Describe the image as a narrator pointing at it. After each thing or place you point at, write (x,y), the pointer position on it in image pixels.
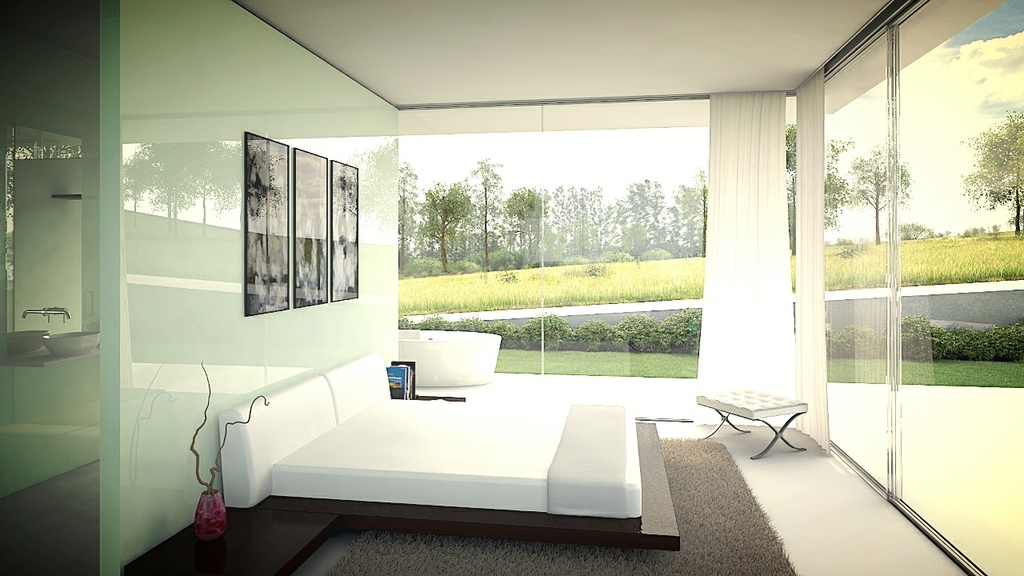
In this picture I can see the photo frames (283,236) on the wall (154,233). I can see the bed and sitting chair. I can see glass walls (239,211). I can see wash basin (80,336) and mirror (34,252) on the left side (51,317). I can see the curtains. I can see green grass (598,367). I can see trees (701,221). I can see clouds (993,75) in the sky (880,140).
